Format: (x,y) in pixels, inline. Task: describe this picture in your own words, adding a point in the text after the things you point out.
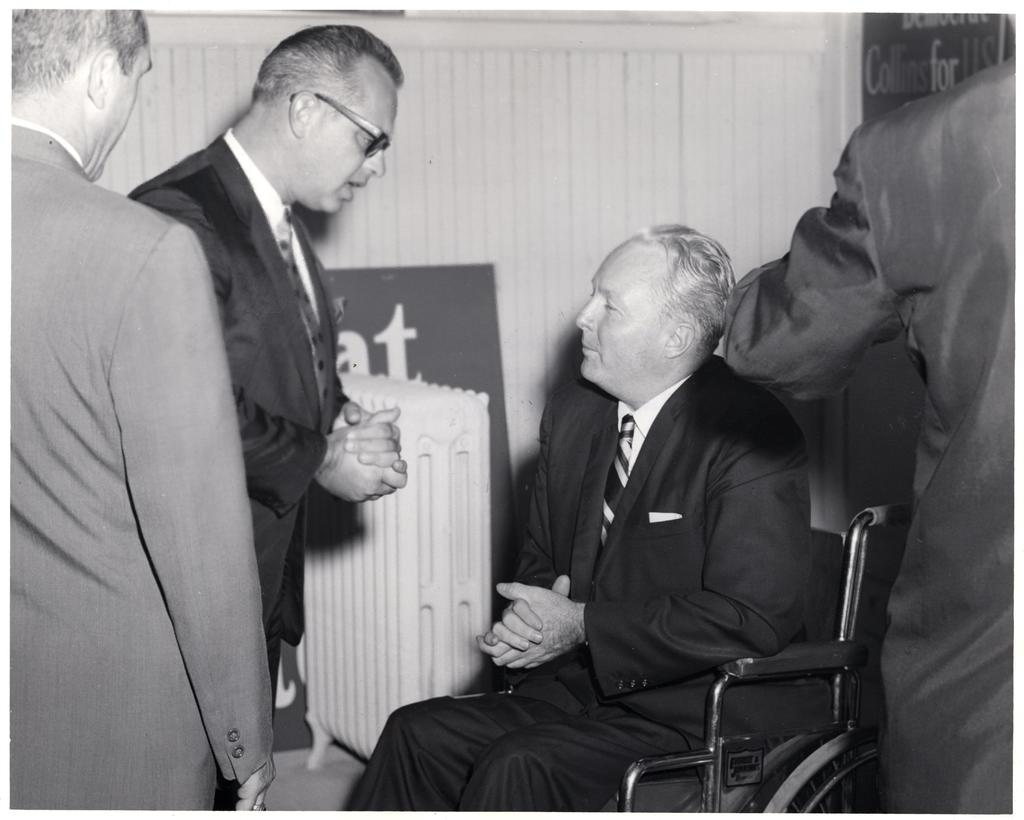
This is a black and white picture. Here we can see three persons (269,246) standing. We can see one man (619,701) sitting on a wheelchair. This person (290,199) is talking to this man (677,537) who is sitting on a wheel chair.
